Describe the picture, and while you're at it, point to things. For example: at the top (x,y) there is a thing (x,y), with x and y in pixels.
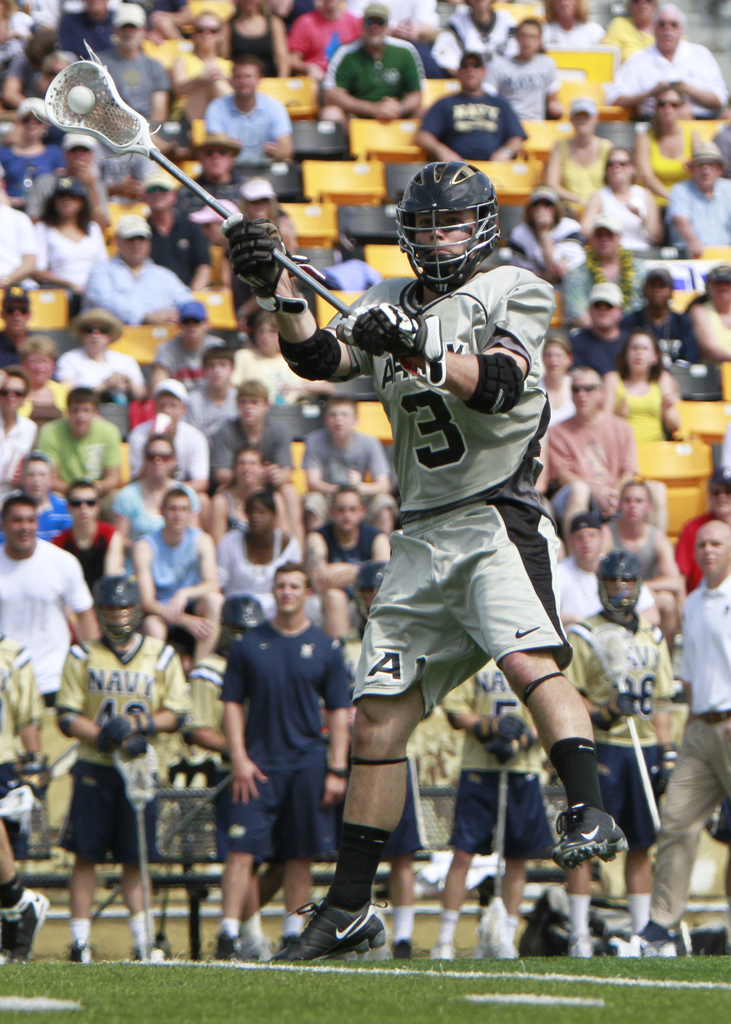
In this picture we can see a man (435,513) playing a field lacrosse game, he wore a helmet (428,256), gloves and shoes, we can see ball (78,105) here, there are some people (106,791) standing here, in the background (367,267) we can see some people (257,86) sitting on chairs (602,81) and looking at the game, at the bottom (290,990) there is grass (239,993).
